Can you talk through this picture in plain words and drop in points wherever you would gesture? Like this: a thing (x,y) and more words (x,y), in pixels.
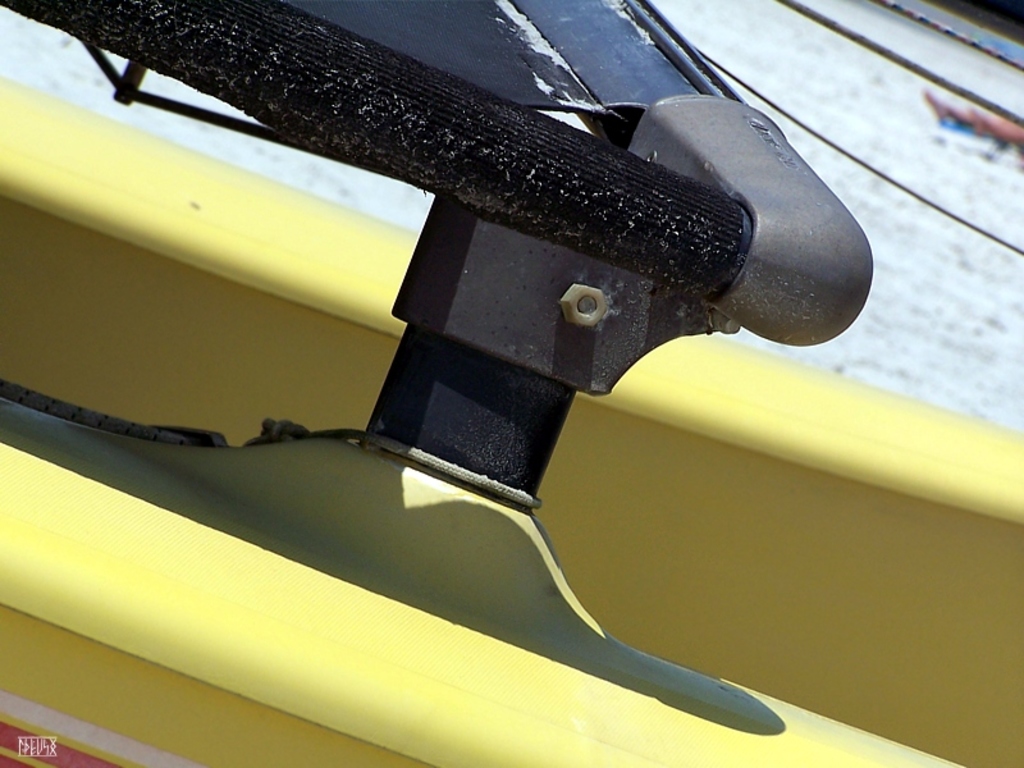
In the image we can see part of the boat (432,433). Here we can see the ropes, and there is another boat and the background (965,133) is slightly blurred.
